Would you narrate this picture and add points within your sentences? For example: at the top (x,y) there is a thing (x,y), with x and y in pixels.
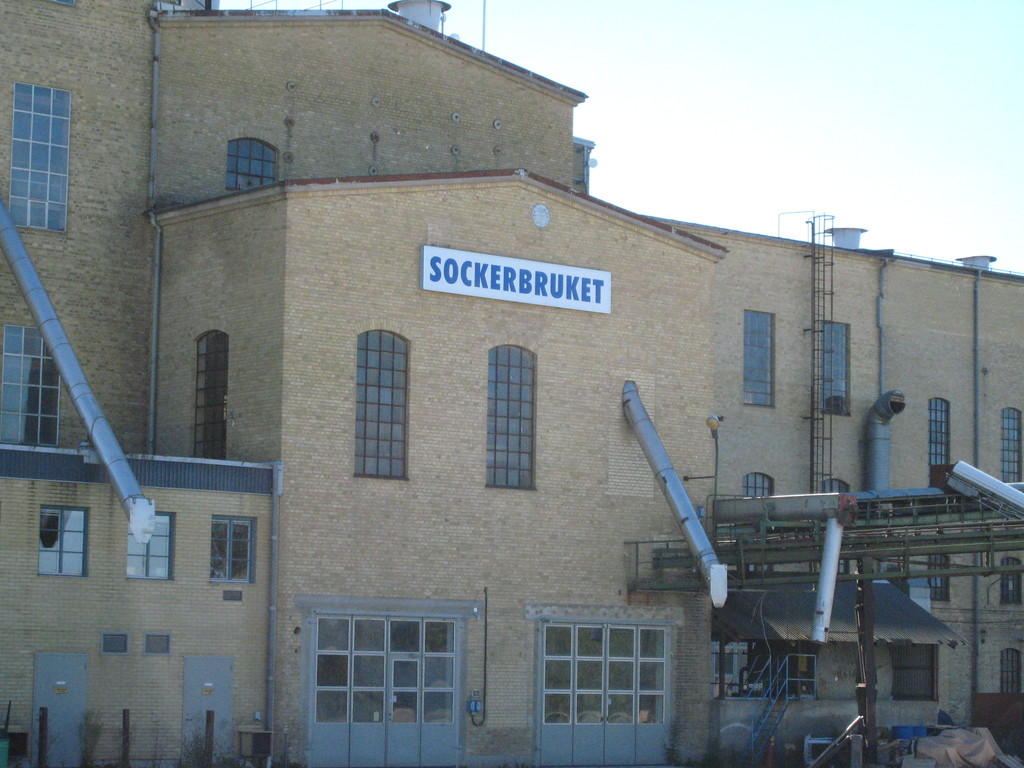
In this picture we can see a building (601,510) with pipes (803,496) and other things (874,613). Behind the building (605,226) there is a sky (784,88).
